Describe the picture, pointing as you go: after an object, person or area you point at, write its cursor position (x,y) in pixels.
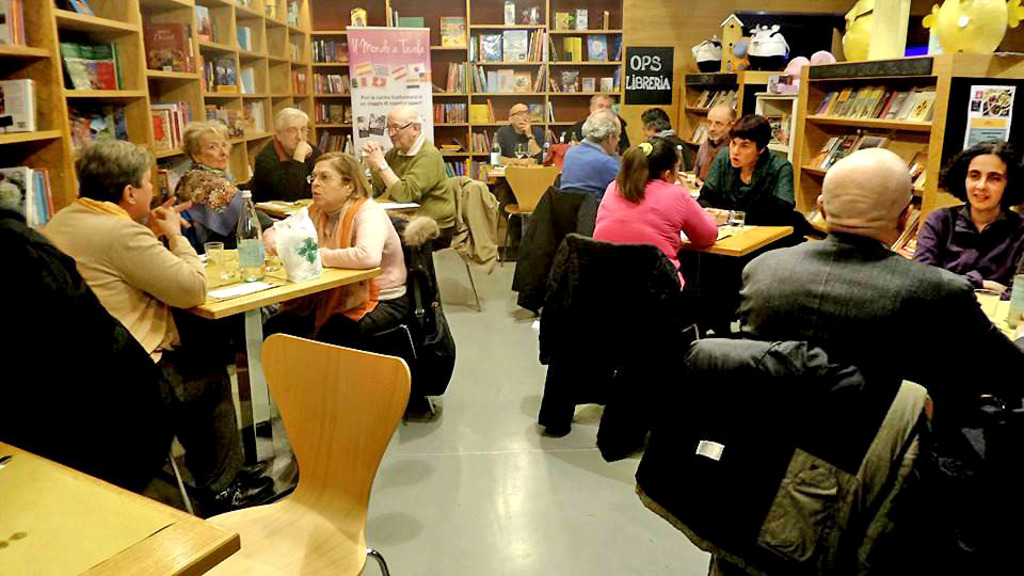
In this image there are groups of persons (607,235) sitting, there are tables (226,300), there are objects (280,261) on the tables (728,220), there are chairs (532,193), there are objects (543,281) on the chairs (466,270), there are shelves (813,121), there are books (454,91) in the shelves (923,151), there is a wall (665,8), there is text (655,88) on the wall (639,45), there is a board (397,91), there is text (405,102) on the board (399,80), there is a paper (987,104) on the shelves (947,125), there is text (979,126) on the paper (1003,135), there are objects (843,40) on the shelves (822,71).
